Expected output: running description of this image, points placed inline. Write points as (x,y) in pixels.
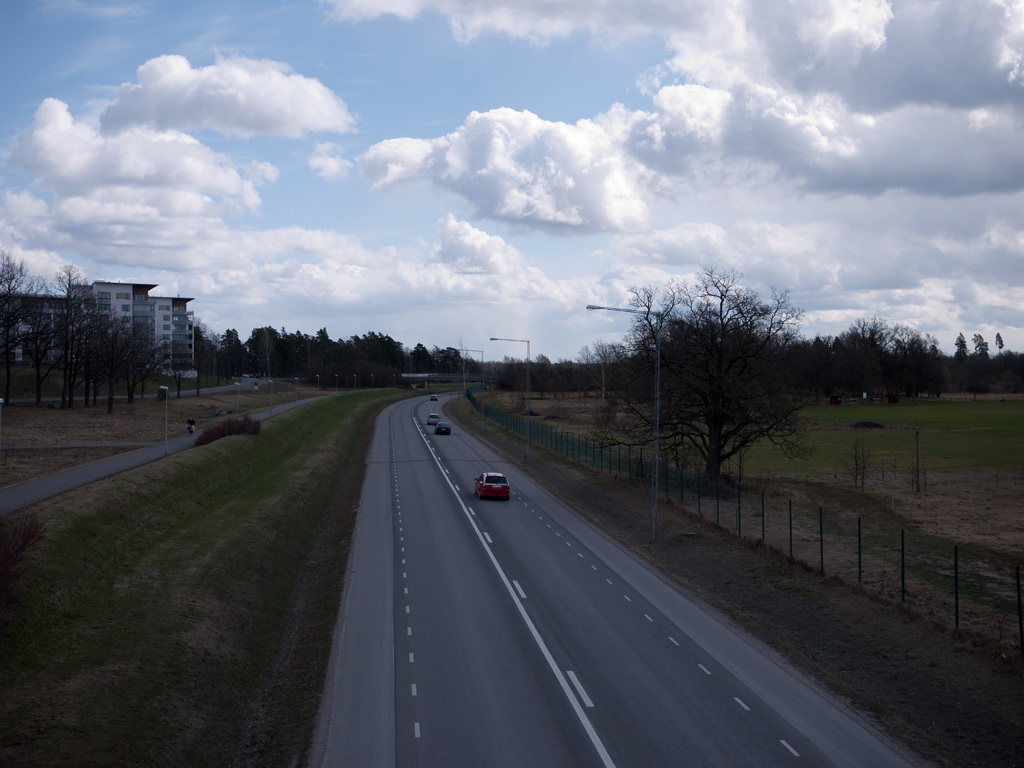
In this picture we can see many cars (491,488) on the road (417,412). Beside that we can see street lights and fencing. On the left (143,305) there is a building (174,322). Here we can see many trees (543,360). On the bottom left corner (105,554) we can see grass (127,690). On the top (696,89) we can see sky (658,49) and clouds (604,25).
